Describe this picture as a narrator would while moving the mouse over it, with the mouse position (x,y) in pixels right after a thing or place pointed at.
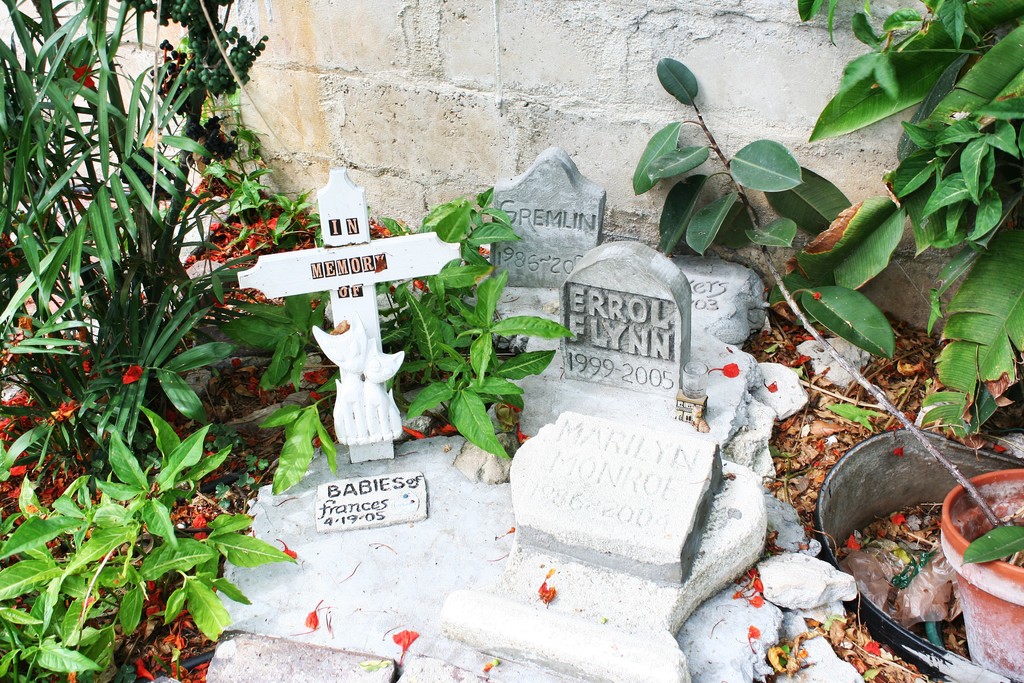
In the center of the image (595,353) there are graveyard stones (581,339) with text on it. There is cross symbol (338,276) with some text (330,267). In the background of the image (386,150) there is wall (329,122). To the both sides of the image there are plants (842,259). To the right side of the image (950,535) there is flower pot (1016,623).
